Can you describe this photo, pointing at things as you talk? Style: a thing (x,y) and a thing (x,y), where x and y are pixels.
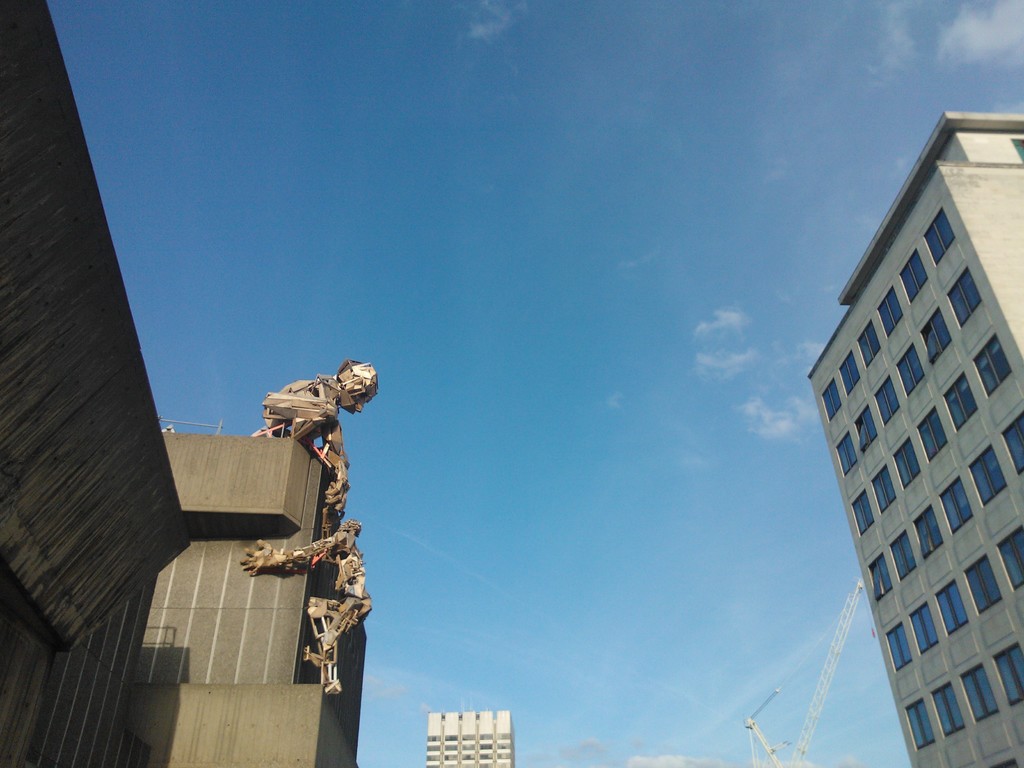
In this picture there are skyscrapers (941,191) on the right (985,212) and left side of the image (179,488).
